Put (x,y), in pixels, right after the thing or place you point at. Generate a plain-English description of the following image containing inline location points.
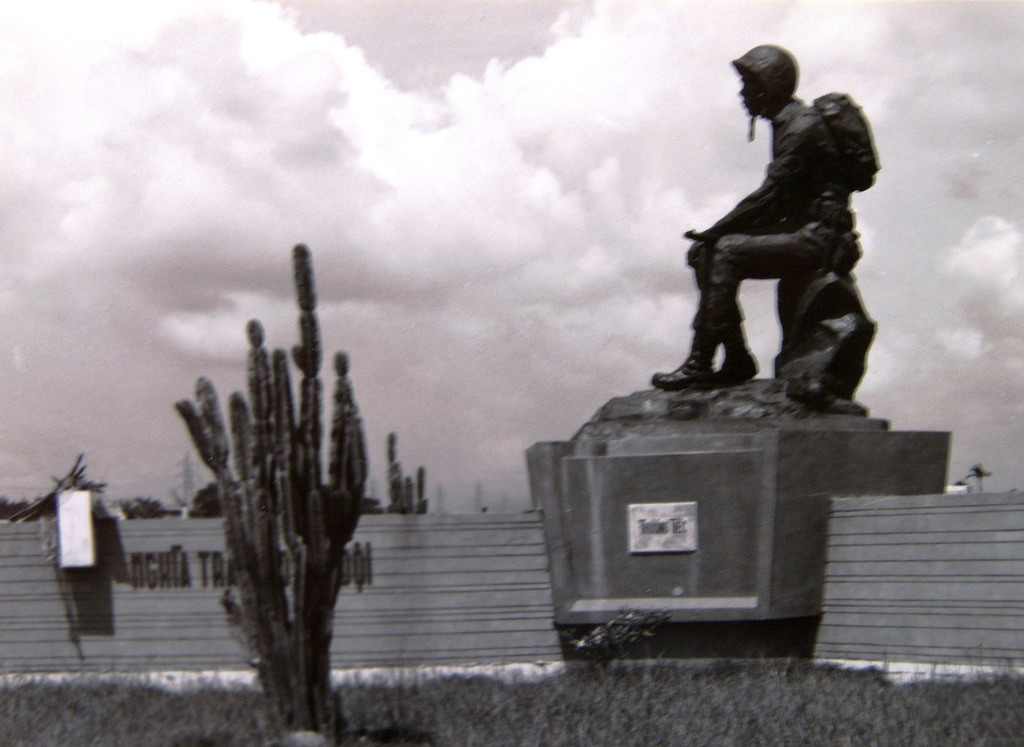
Here we can see sculpture (578,462) and we can see plant (263,622), grass (523,701) and wall (386,605). Background (223,6) we can see sky (541,180) with clouds (409,217).
